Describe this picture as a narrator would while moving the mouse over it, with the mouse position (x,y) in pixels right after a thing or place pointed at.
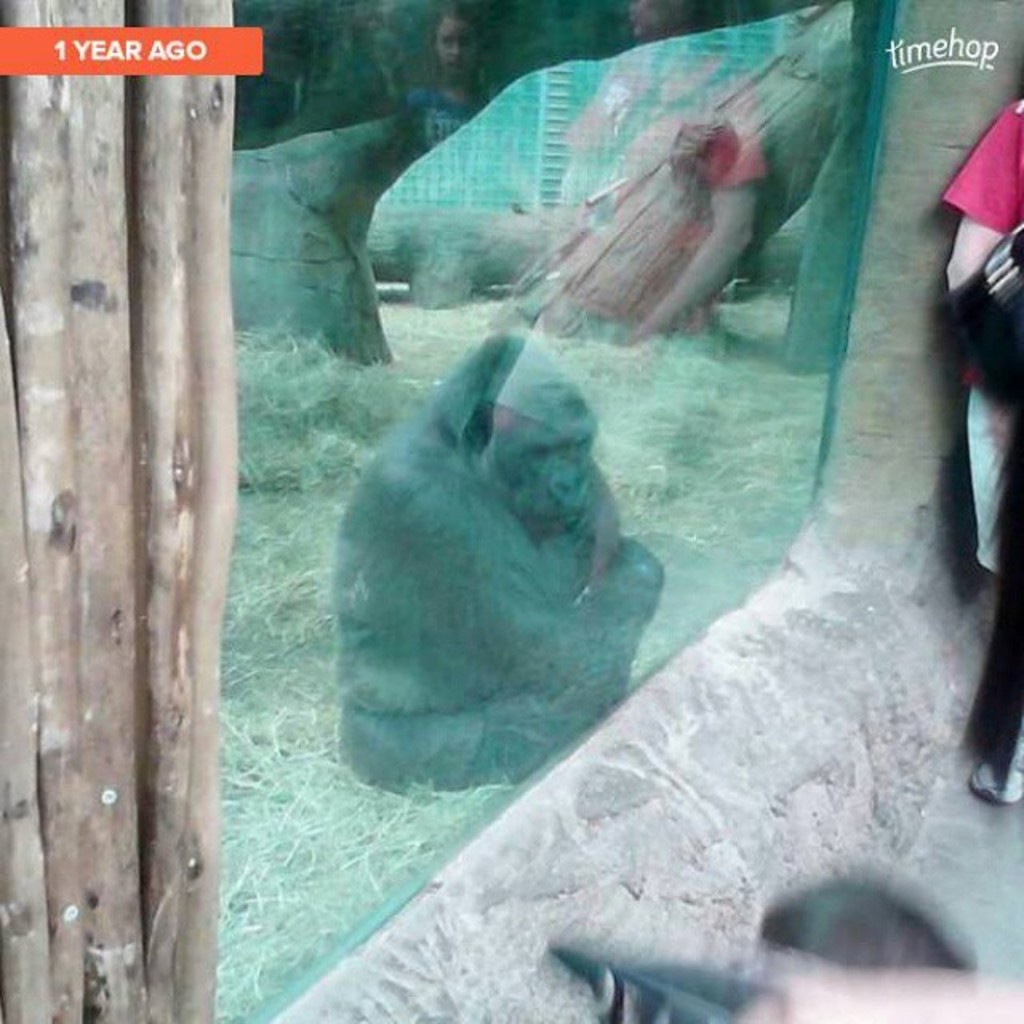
In this image we can see a person (957,319) standing and wooden sticks (185,773) here. Here we can see the glass windows (720,181) through which we can see gorilla (440,679) sitting on the grass (287,707), rocks (314,164) and fence (543,121) in the background (523,235).
